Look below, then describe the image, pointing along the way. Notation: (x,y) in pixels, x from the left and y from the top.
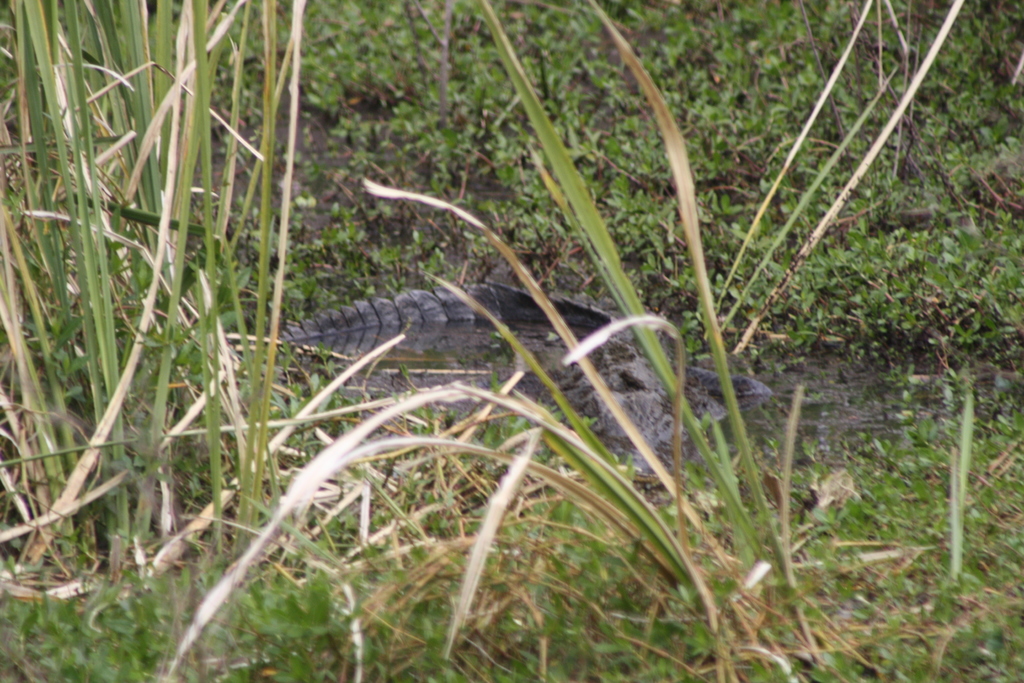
In the center of the image (504,305) we can see a crocodile (638,374) is present on the water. In the background of the image (459,256) we can see some plants (431,105).
